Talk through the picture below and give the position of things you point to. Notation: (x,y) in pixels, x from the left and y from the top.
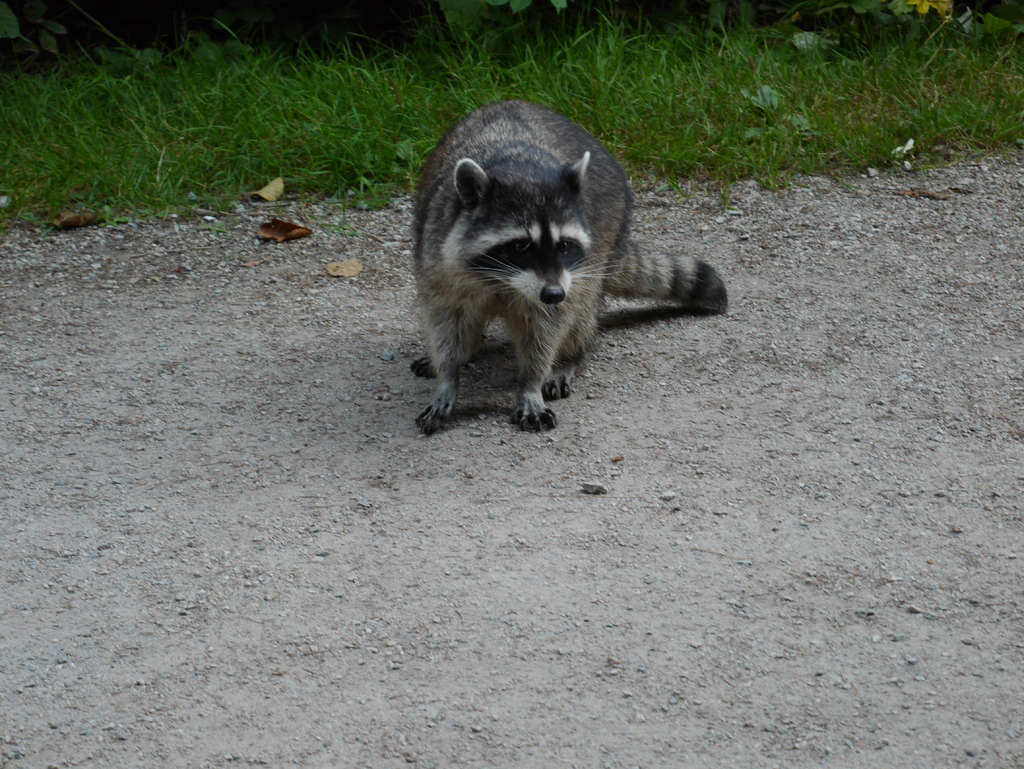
In this image we can see an animal (568,315) on the ground (555,430). At the top of the image (459,16) we can see some plants (548,27) and the grass (454,69).
